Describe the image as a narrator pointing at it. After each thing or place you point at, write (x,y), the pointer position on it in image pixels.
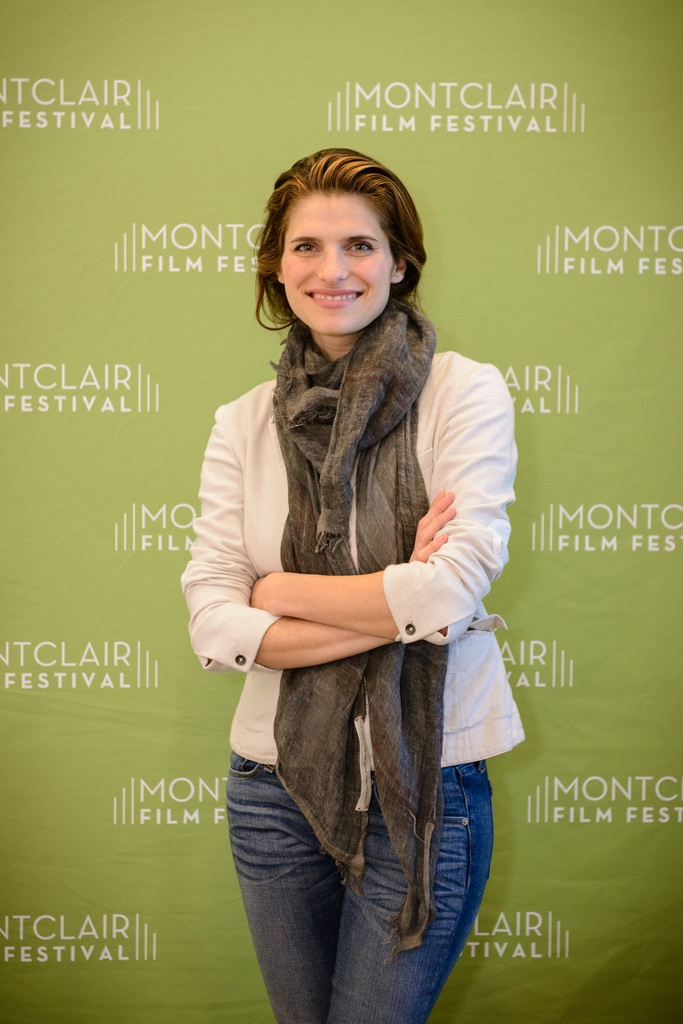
In this image, there is a person (452,441) wearing clothes (346,660) and standing in front of the flex board (108,774).
